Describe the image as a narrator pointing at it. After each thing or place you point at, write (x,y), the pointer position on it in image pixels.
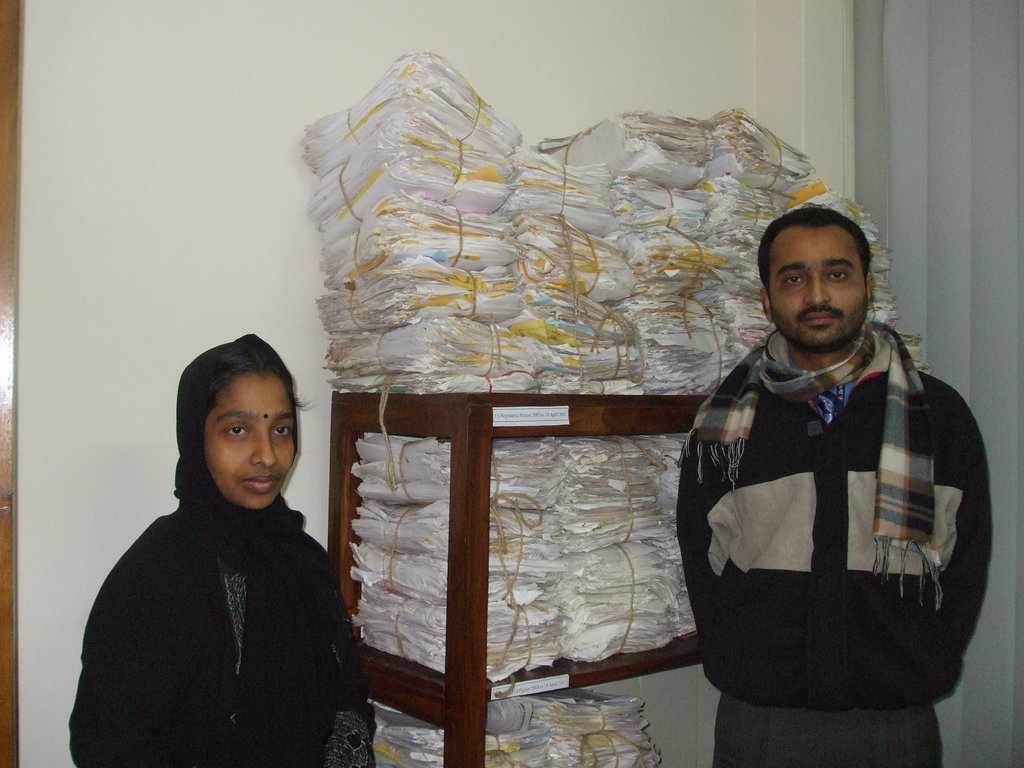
In the picture we can see a man (783,496) and a woman (278,539) standing in the black clothes (301,603) and in the middle of them, we can see a rack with a bundle of papers (575,550) and on the top of the rack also we can see some bundle of papers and behind it we can see a wall (29,522) which is white in color.
